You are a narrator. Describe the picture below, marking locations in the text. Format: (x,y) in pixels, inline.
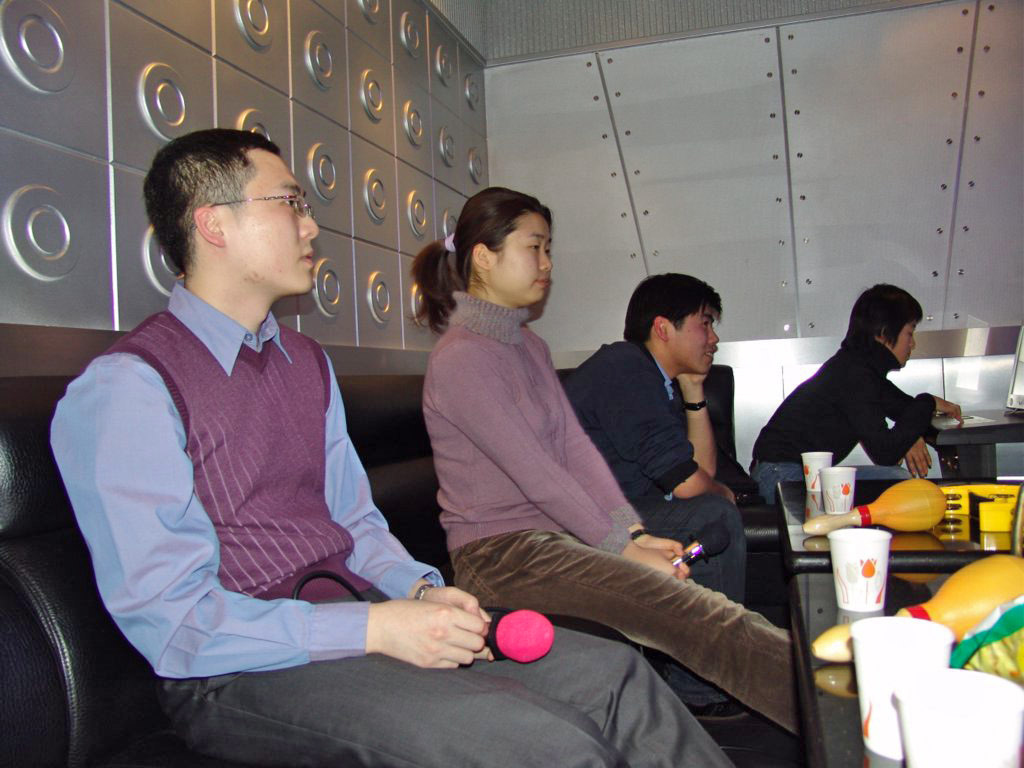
There are people (439,417) sitting on sofa (373,396) and these two people (570,523) holding microphones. We can see glasses (846,483) and objects (937,507) on tables (952,522), in front of this man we can see an object (914,526) on table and we can see wall (441,106).
